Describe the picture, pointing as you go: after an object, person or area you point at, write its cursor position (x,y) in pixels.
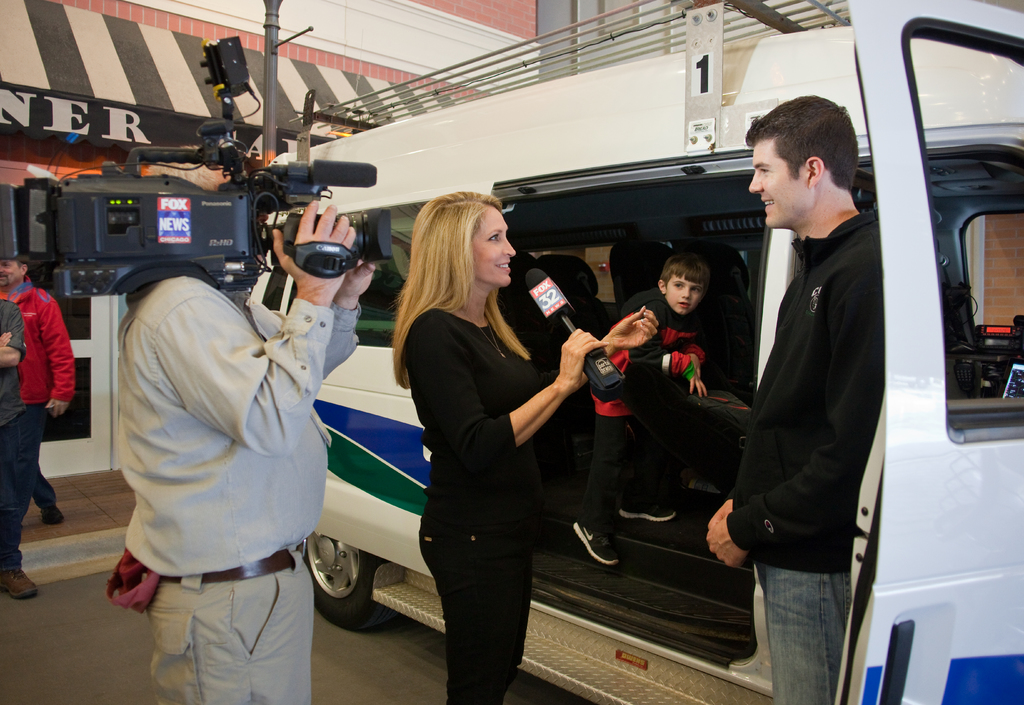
In the picture I can see a woman (483,679) standing on the floor (410,655) and she is holding a microphone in her hands (601,343). I can see a man (836,450) on the right side (782,459) is wearing a black color jacket (828,347) and there is a smile on his face (755,172). I can see a man (215,665) on the left side (166,614) is holding a camera (148,234) in his hands (309,209). I can see a vehicle (611,78) on the road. I can see two persons (62,328) on the left side (41,411).
